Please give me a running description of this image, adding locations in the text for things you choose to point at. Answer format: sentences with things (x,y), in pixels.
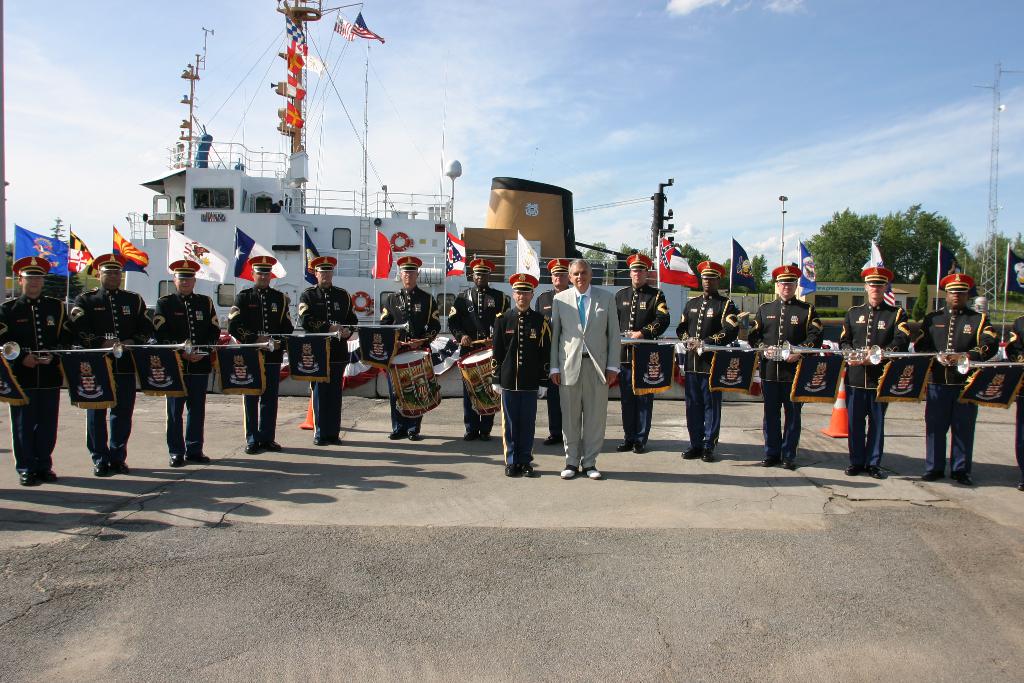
In this image there is the sky (629,104) truncated towards the top of the image (669,88), there are clouds (688,8) in the sky (636,72), there are flags (671,265), there are poles (987,295), there are trees (906,241) truncated towards the right of the image (886,240), there are group of persons (551,321) standing, there are persons (464,336) holding an objects (722,362), there are objects (844,408) on the ground (481,500), there is ground (427,519) truncated towards the bottom of the image (647,569), there is an object (0,136) truncated towards the left of the image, there is a person (1020,355) truncated towards the right of the image (1011,324), there is a person (39,336) truncated towards the left of the image (26,369).
